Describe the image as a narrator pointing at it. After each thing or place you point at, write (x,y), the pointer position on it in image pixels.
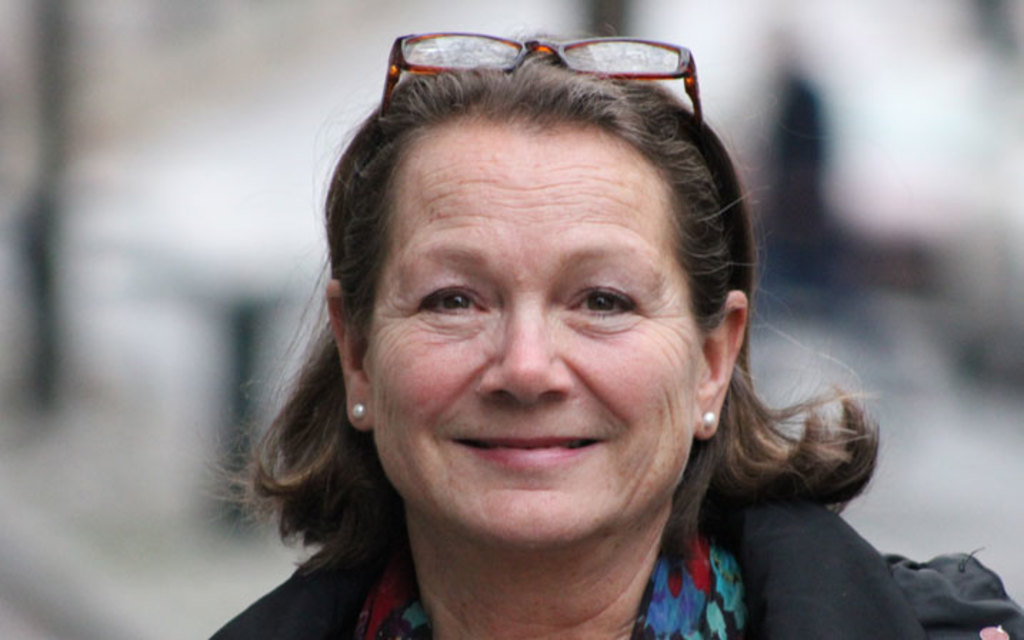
In this image in the front (580,408) there is a woman (609,449) smiling and the background (56,497) is blurry.
